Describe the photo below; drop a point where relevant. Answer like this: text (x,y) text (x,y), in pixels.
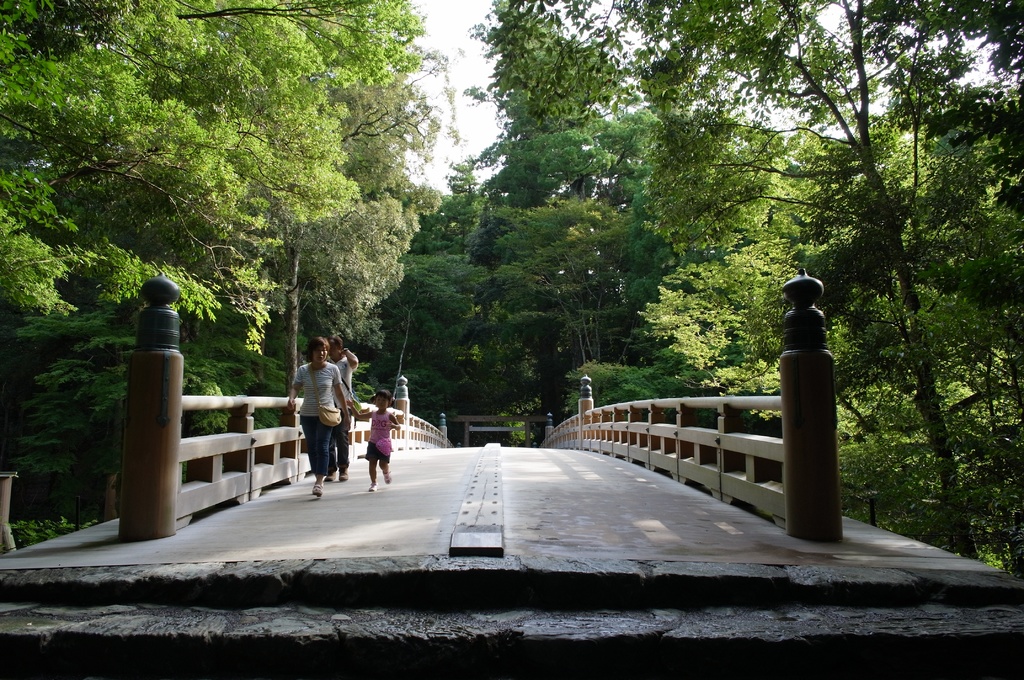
In this image we can see a walkway bridge (700,476) and three people (383,423) walking over it. In the background (210,336) we can see sky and trees (289,143).
